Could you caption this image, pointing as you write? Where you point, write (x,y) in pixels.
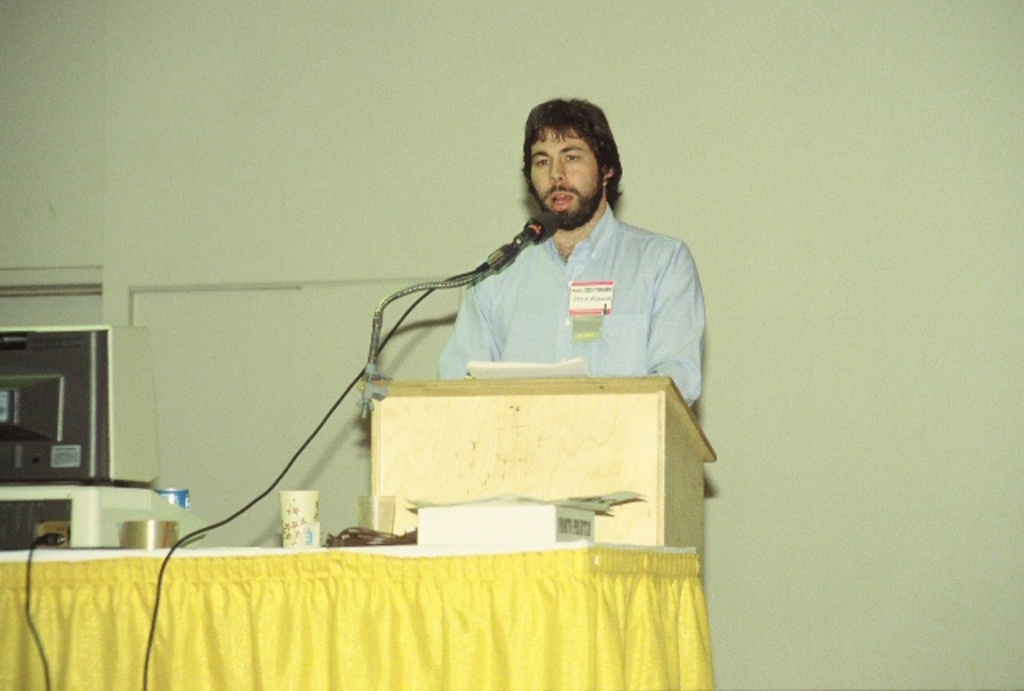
In the foreground of this image (634,575), on a table (404,588), there is a book (423,533), papers (427,509), cables (360,543), glasses (295,517) and a metal object (152,533). Behind it, there is a podium (554,408) on which, there is a mic (506,253), papers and a man (619,255) talking through it. On the left (82,398), there are electronic devices (67,459). In the background (305,189), there is a wall (329,184).
